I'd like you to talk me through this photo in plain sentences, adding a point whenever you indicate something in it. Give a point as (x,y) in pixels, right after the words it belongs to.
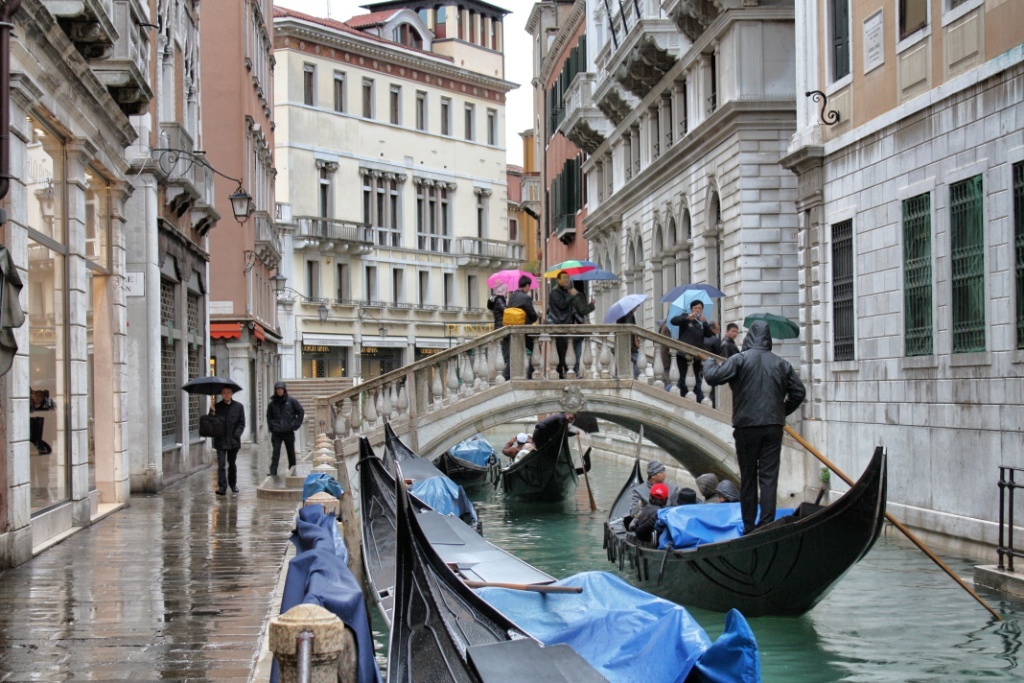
At the center of the image (520,454) there are people (520,454) travelling on the boats (527,497) in the water (506,521), beside the water (538,519), there are buildings (311,295), on top of the water (522,514), there are a few people (703,336) holding umbrellas (615,322) standing on a bridge (513,387), on the left side of the image (277,413) there are a few people (218,471) walking on the pavement (218,500), on the buildings (262,323) there are lamps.
